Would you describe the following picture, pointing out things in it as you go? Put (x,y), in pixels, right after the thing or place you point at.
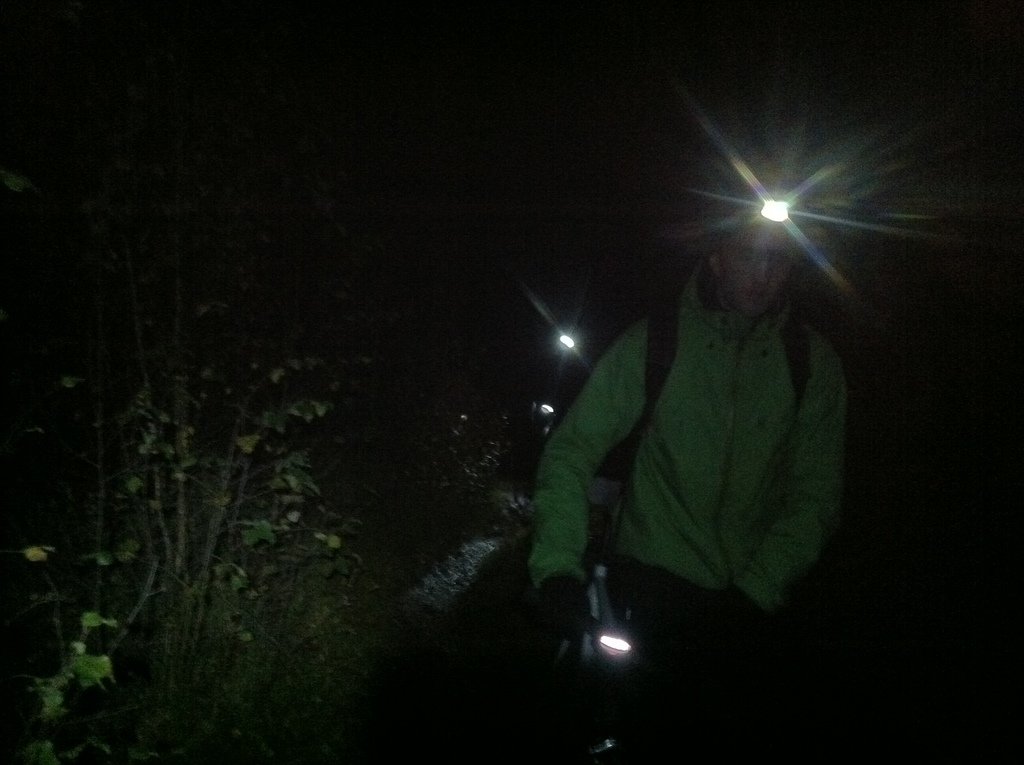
In this image there are persons (576,419) walking and holding lights (547,413). On the left side (247,443) there are trees (156,494).
